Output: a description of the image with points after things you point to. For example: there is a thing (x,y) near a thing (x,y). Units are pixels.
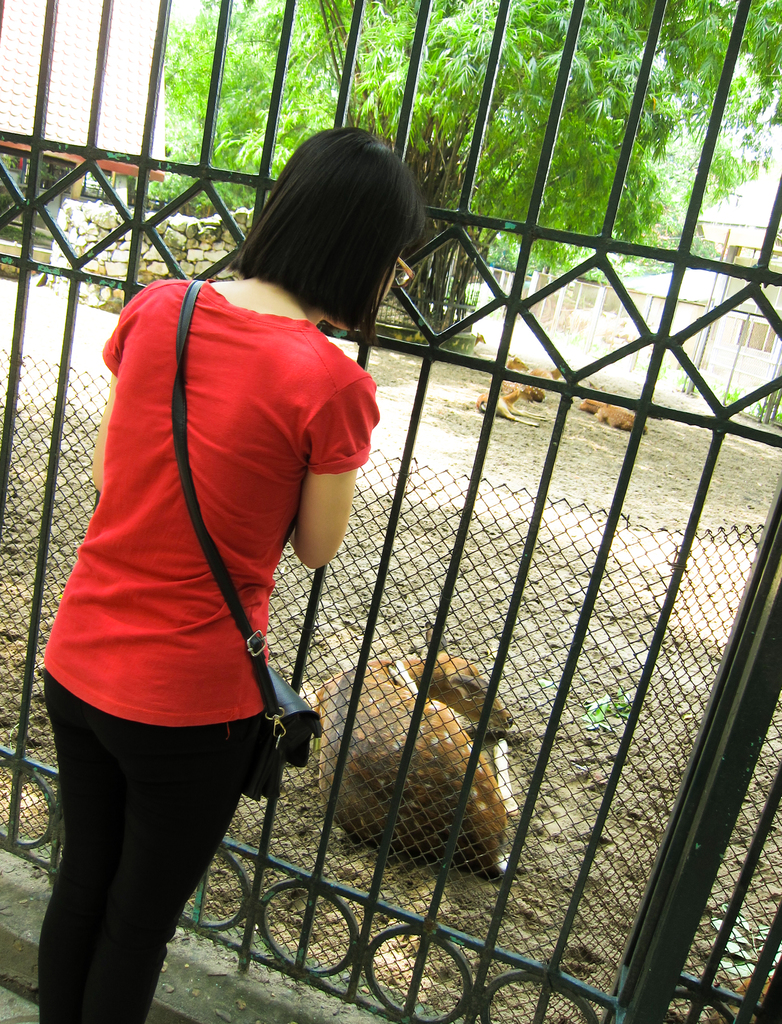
In this image I can see a woman (165,464) standing in front of a gate (419,420). The woman (249,548) is wearing red color top (156,628), black color pant (151,818) and carrying a bag (208,546). Here I can see some animals (437,777) are sitting on the ground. In the background (487,61) I can see trees (503,74) and other objects (616,303).
